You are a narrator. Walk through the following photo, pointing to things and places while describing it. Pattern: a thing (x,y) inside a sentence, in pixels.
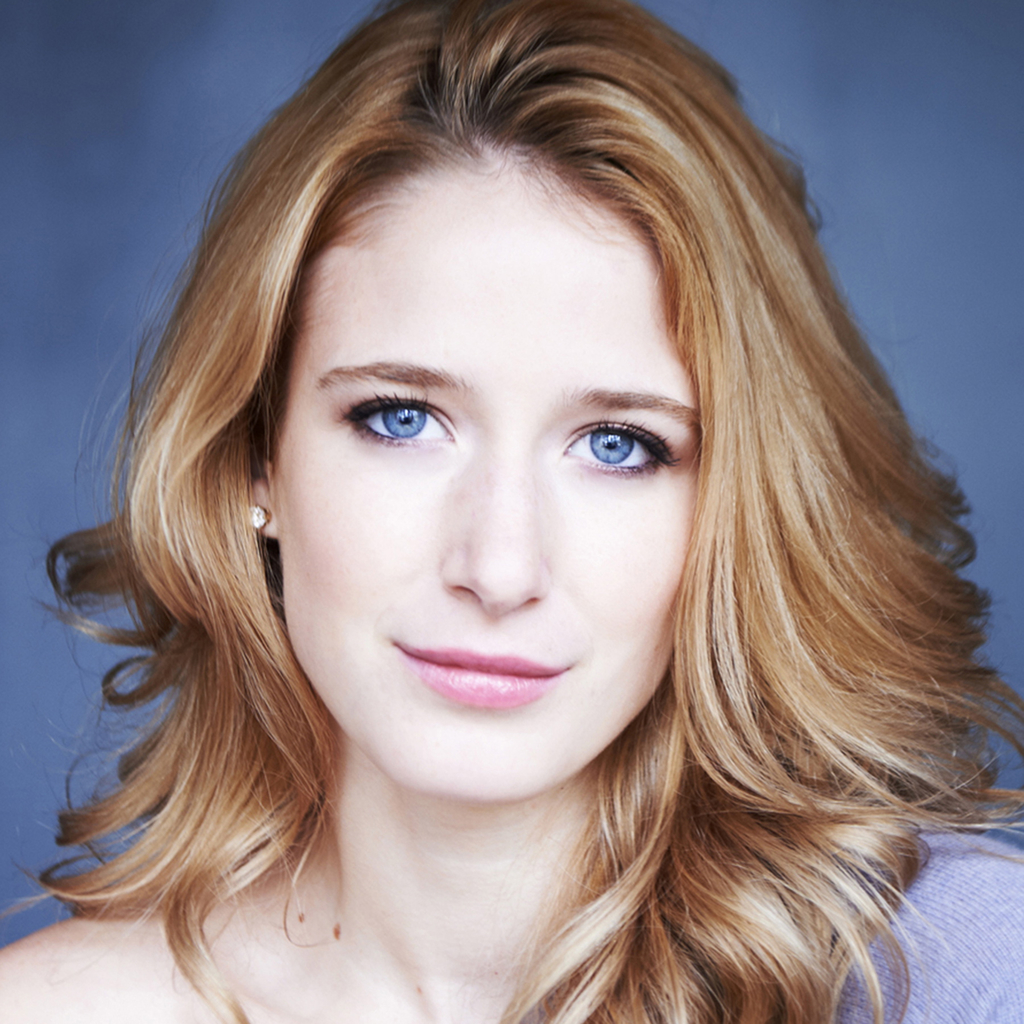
In this image, we can see a lady (800,236). We can also see the background (928,35).
